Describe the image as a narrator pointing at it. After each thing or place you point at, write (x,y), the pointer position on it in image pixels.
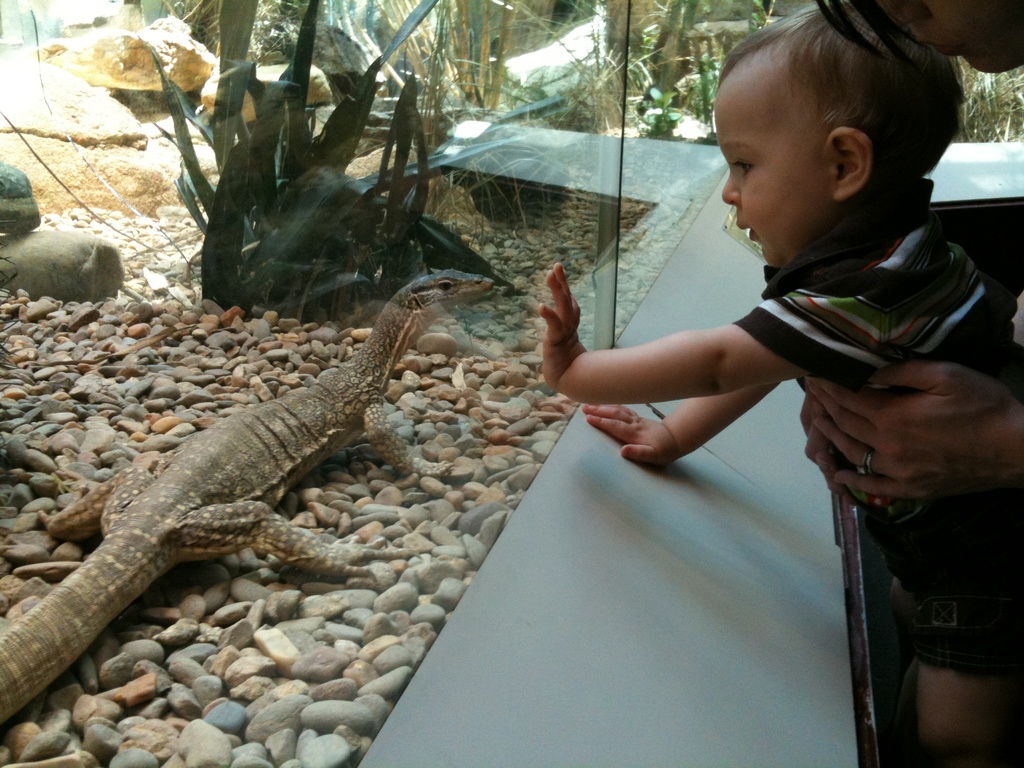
In this image the person (862,291) is held and seeing a lizard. In front of him there is a glass (643,53) with stones (89,329) and plants (447,48). And there is a ledge (701,228) which is grey in color.
